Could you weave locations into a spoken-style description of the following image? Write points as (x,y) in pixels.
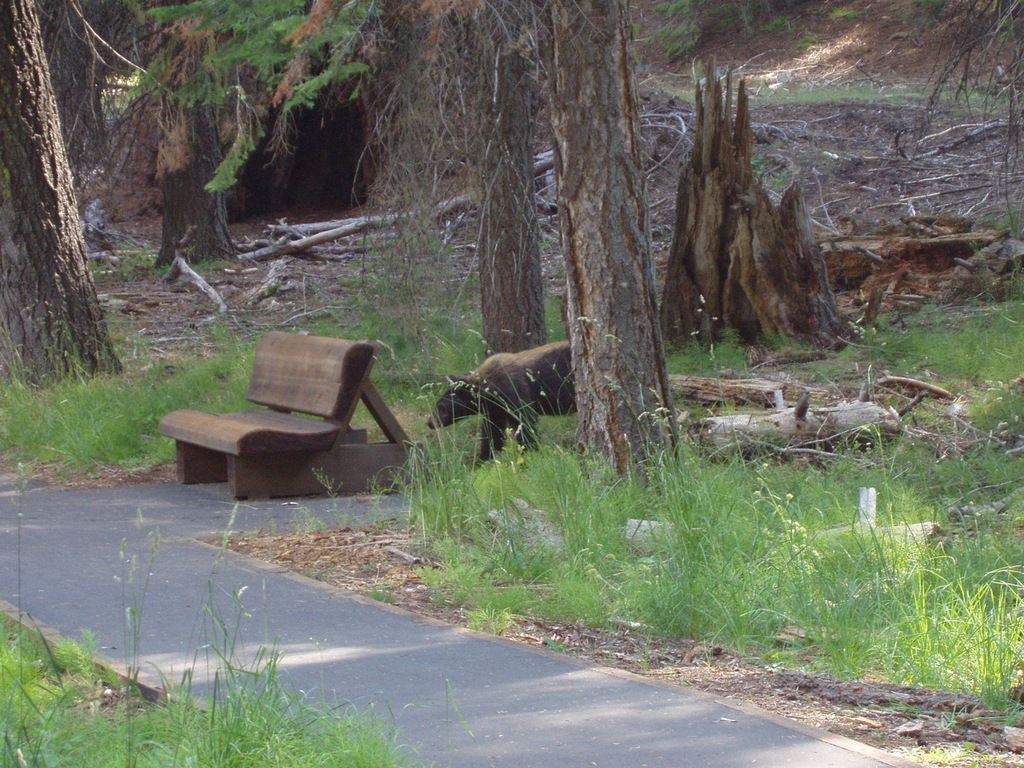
In this image there is an animal (561,393) on the grass land (676,510) having few trees (581,277) and wooden trunks (506,212) are on it. Before the animal (484,426) there is a bench (282,468) on the path (274,587).
